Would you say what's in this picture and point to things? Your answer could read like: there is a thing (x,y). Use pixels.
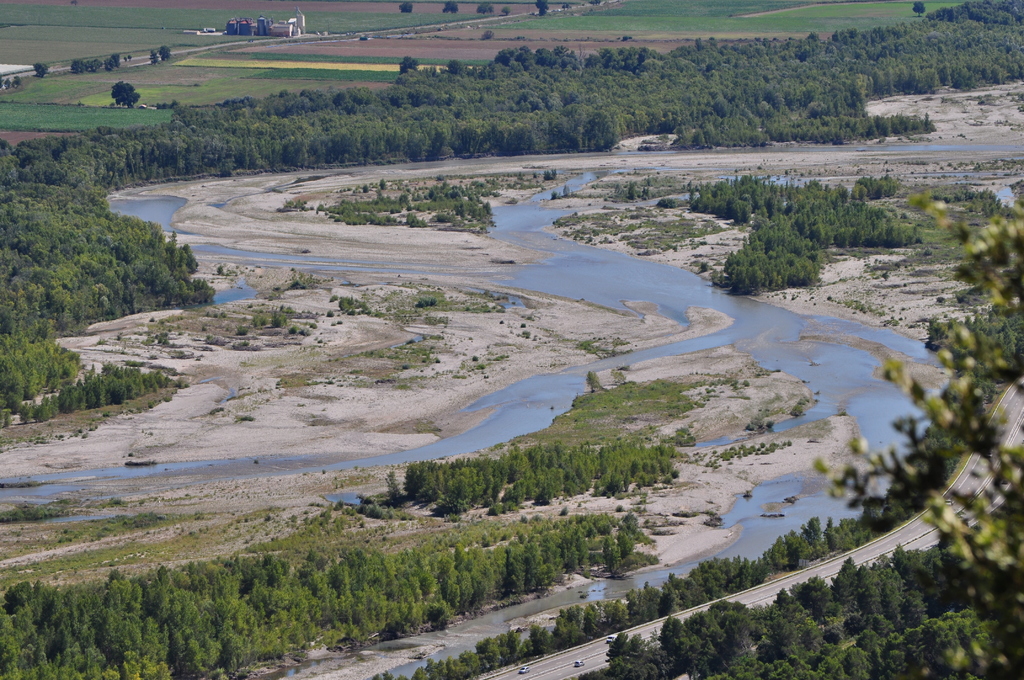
In this picture we can see water (511,426), trees (627,539) and few vehicles (611,637) on the road (578,649), in the background (275,21) we can find few houses (291,33).
